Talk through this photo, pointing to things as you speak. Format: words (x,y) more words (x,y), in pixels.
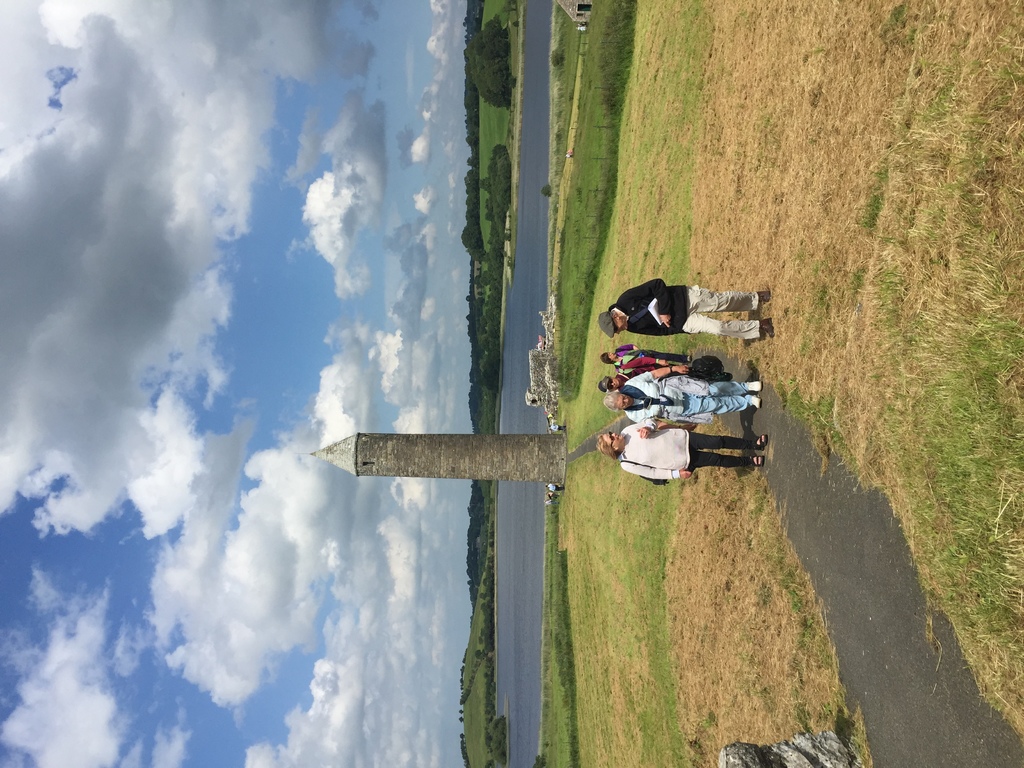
In this picture we can see a group of people (609,398) standing on the ground (811,580), grass (600,475), water (511,346), tower (388,460), trees (493,283) and in the background (417,502) we can see the sky (236,365) with clouds (217,209).
